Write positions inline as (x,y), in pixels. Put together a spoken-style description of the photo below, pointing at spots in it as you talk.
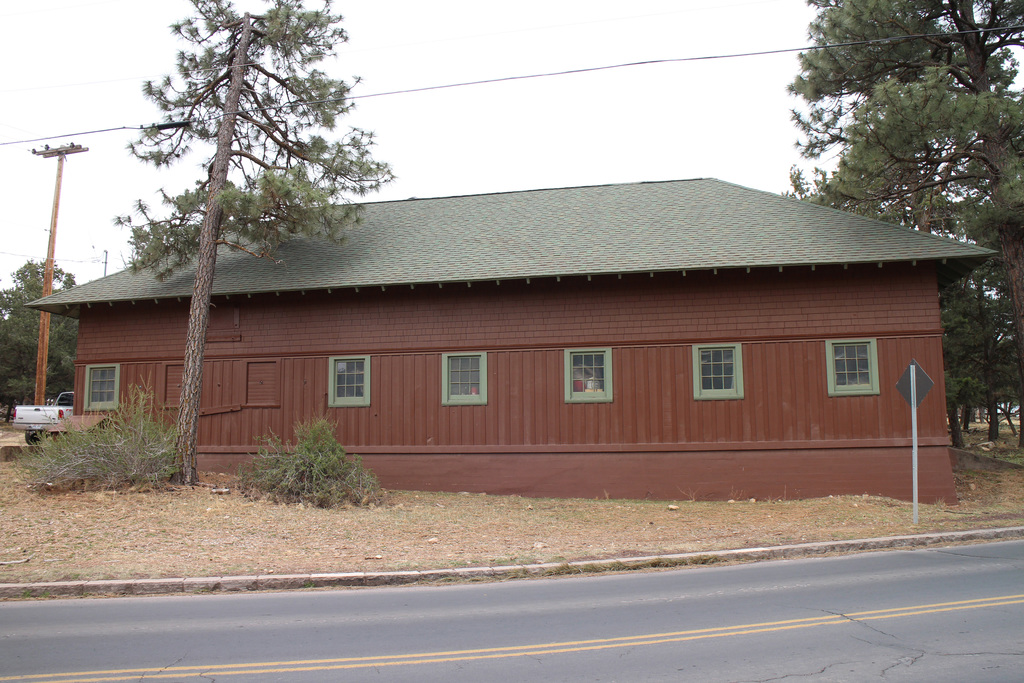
Here there is a house (611,361) with the windows (484,358), here there are trees (996,187), there is a vehicle (33,414), this is road (536,625).
